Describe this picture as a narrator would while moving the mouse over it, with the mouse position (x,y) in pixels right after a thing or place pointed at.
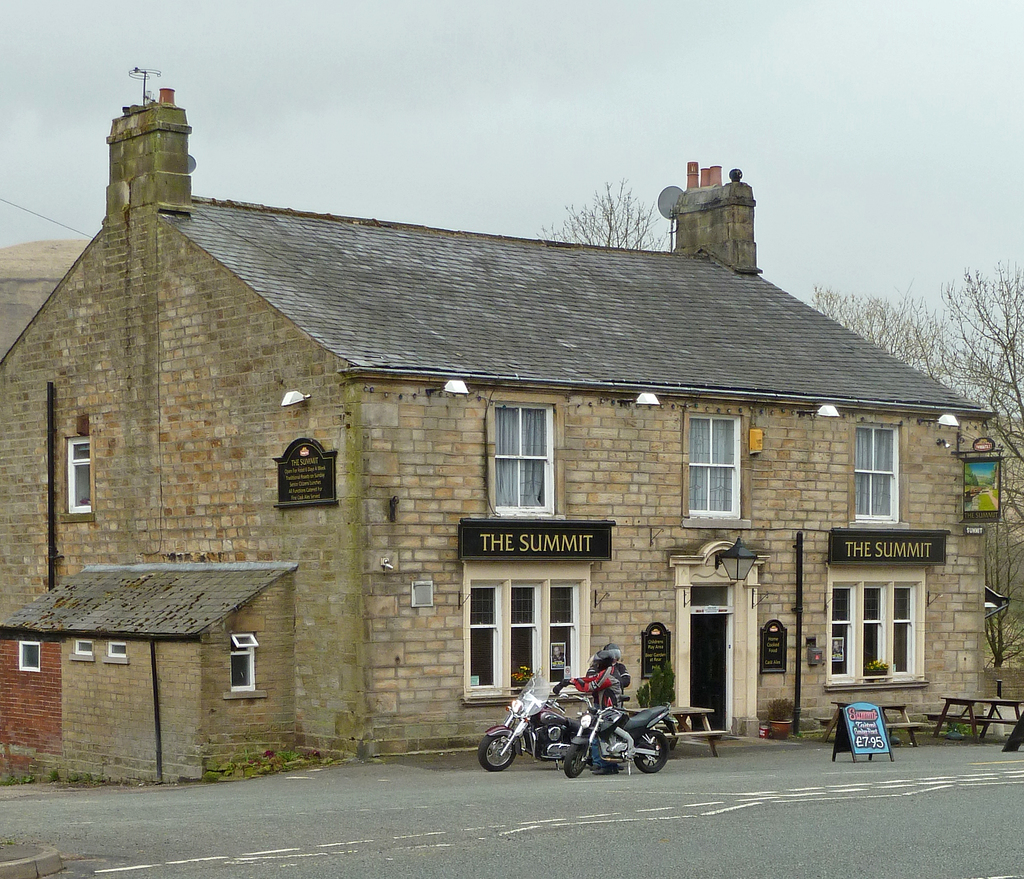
In this picture there is a person (602,680) and we can see boards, benches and tables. We can see bikes (535,726) on the road (615,842), plants (642,700) and building (746,581). In the background of the image (962,311) we can see trees (1019,316) and sky (762,114).
